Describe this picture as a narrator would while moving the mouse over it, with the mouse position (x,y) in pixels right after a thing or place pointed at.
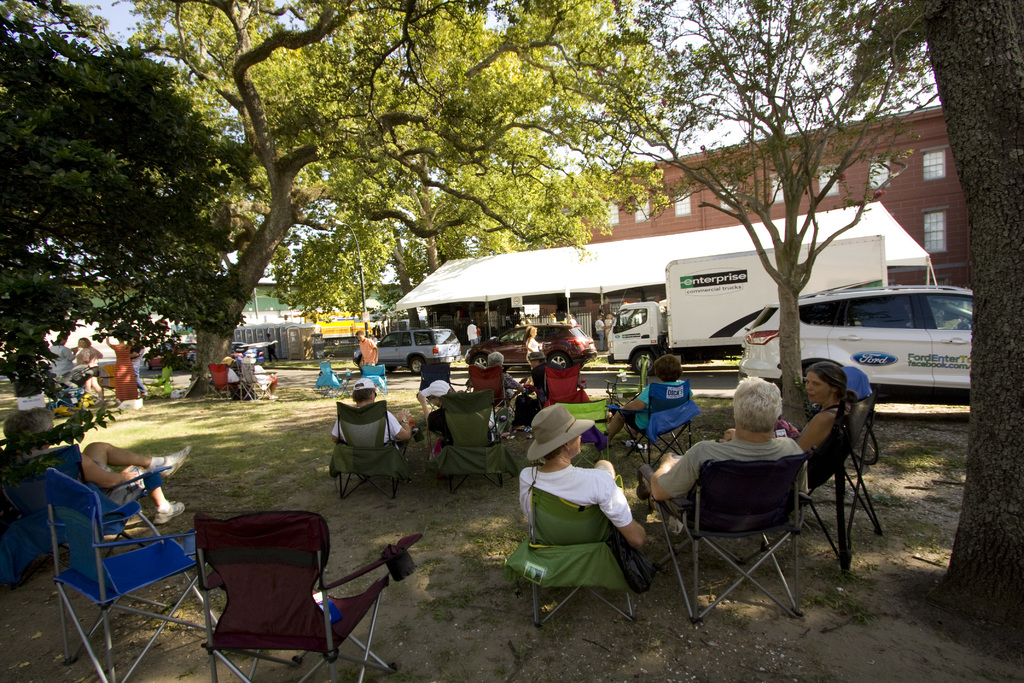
In this picture we can see a group of people (368,397) sitting on chairs (712,463) and beside to them we have a road (153,377) and on road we can see vehicles (572,331) such as car (771,349), truck (700,319) and beside to the road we have a building (703,213) with windows (729,208), trees (541,220), sun shade (454,278).
